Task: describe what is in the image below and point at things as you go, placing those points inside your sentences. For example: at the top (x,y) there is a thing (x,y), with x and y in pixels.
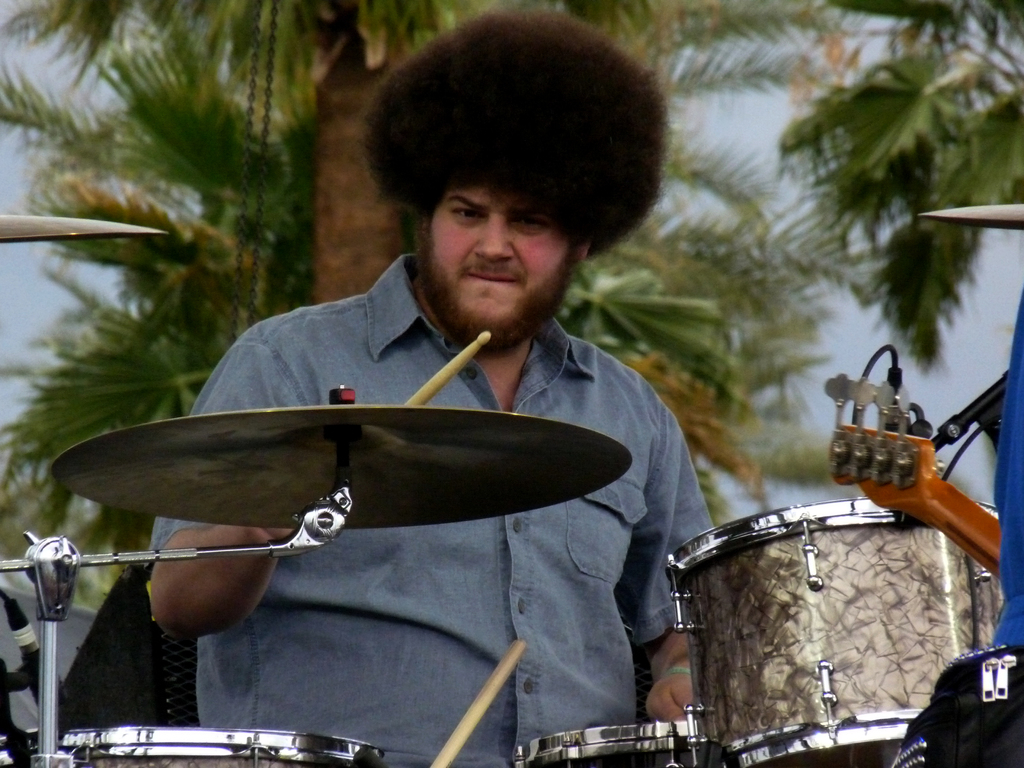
In this image there is a person (643,189) sitting and playing drums (464,474). There is a speaker (157,653) behind the person (372,565). There is a tree (277,162) at the back (324,239) and the sky (739,110) at the top (757,111).
